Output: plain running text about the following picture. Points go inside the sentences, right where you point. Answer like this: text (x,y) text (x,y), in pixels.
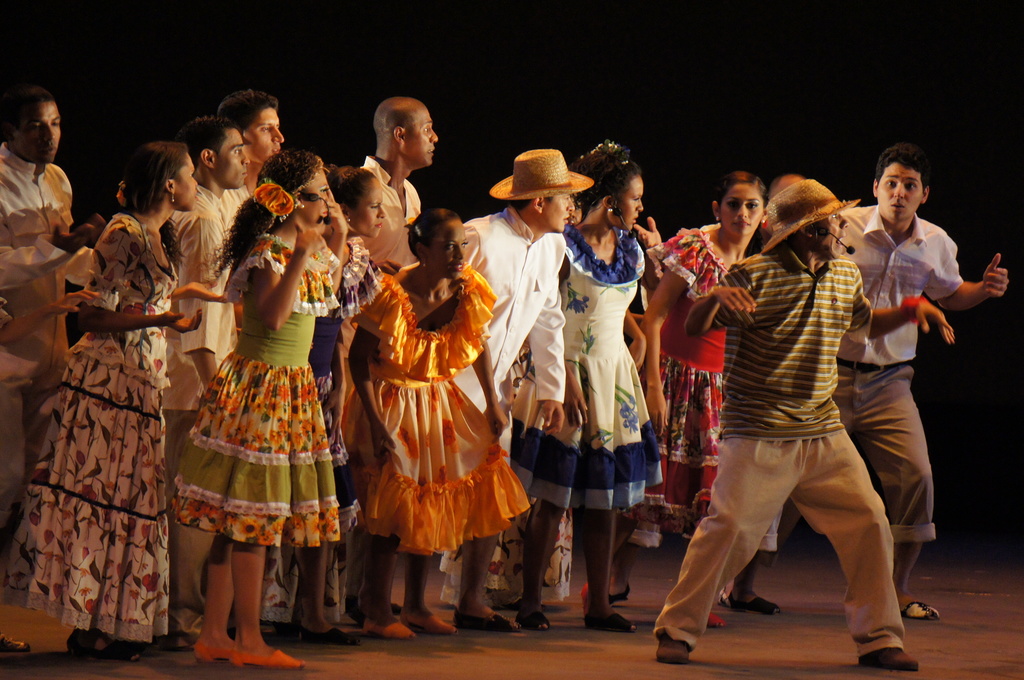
In the center of the image (460,365) we can see people (786,309) standing. They are wearing costumes (178,340). The man (716,569) standing on the right (781,211) is wearing a hat (796,227).
